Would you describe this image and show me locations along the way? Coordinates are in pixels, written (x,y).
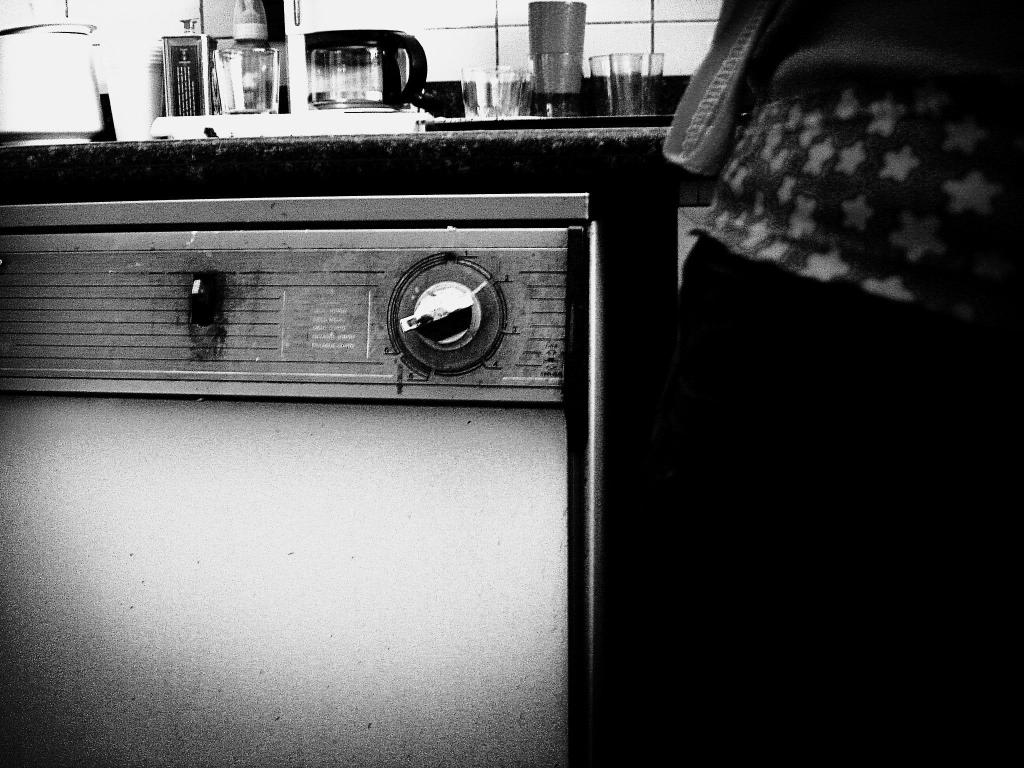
This is a black and white picture. The image is taken in a kitchen (583,167). On the right (692,483) there is a person (900,169) standing. At the top (48,108) there are glasses (513,104), coffee pot (332,60), jar (341,69) and other objects (148,74). In the center of the picture (453,308) it is dishwasher (385,216).
